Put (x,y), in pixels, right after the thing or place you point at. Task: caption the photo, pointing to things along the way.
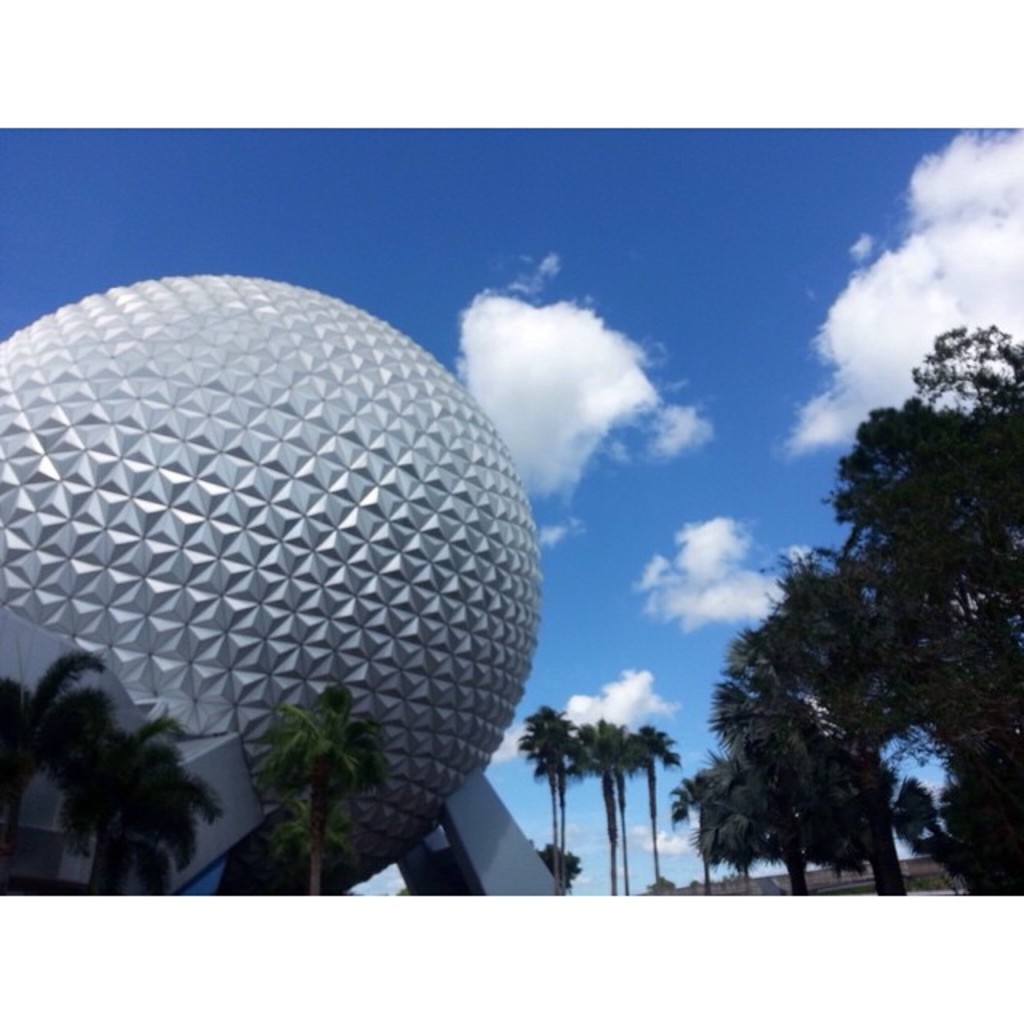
In the picture we can see a part of a huge golf ball construction (355,653) near to it, we can see some coconut trees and some other trees (952,817) and in the background (538,698) we can see the sky (543,584) with clouds (718,522).
